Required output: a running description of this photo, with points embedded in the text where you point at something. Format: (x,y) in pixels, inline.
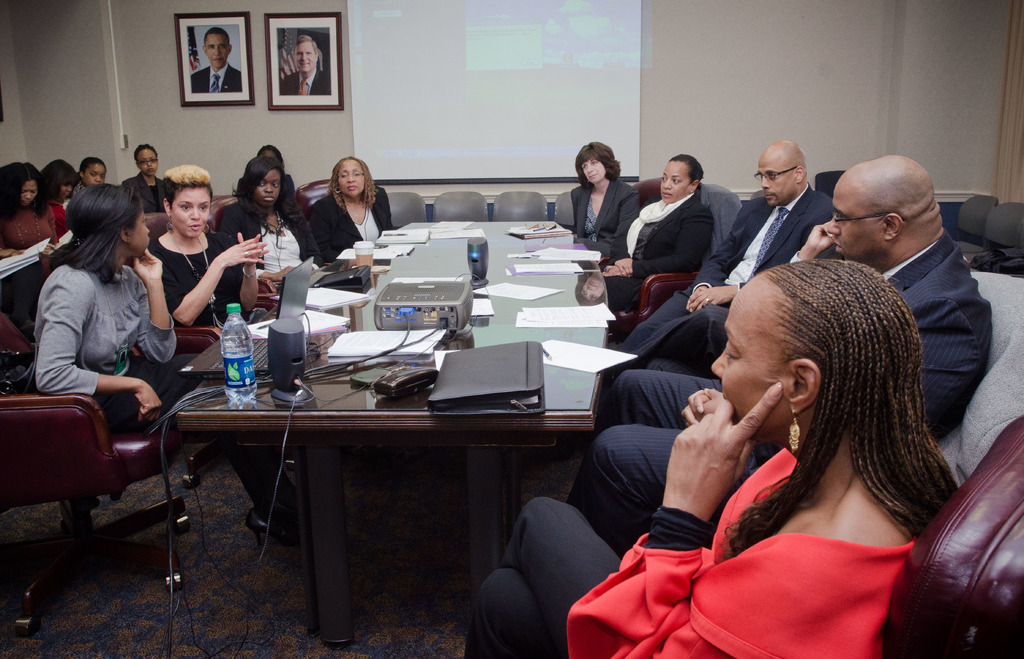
As we can see in the image there is a wall (24,52), screen (533,158), photo frames (296,73), few people (265,190) sitting on chairs (49,433) and a table (402,277). On table (443,255) there is a projector (395,303), bottle (236,341), files (457,376) and papers (558,310).
